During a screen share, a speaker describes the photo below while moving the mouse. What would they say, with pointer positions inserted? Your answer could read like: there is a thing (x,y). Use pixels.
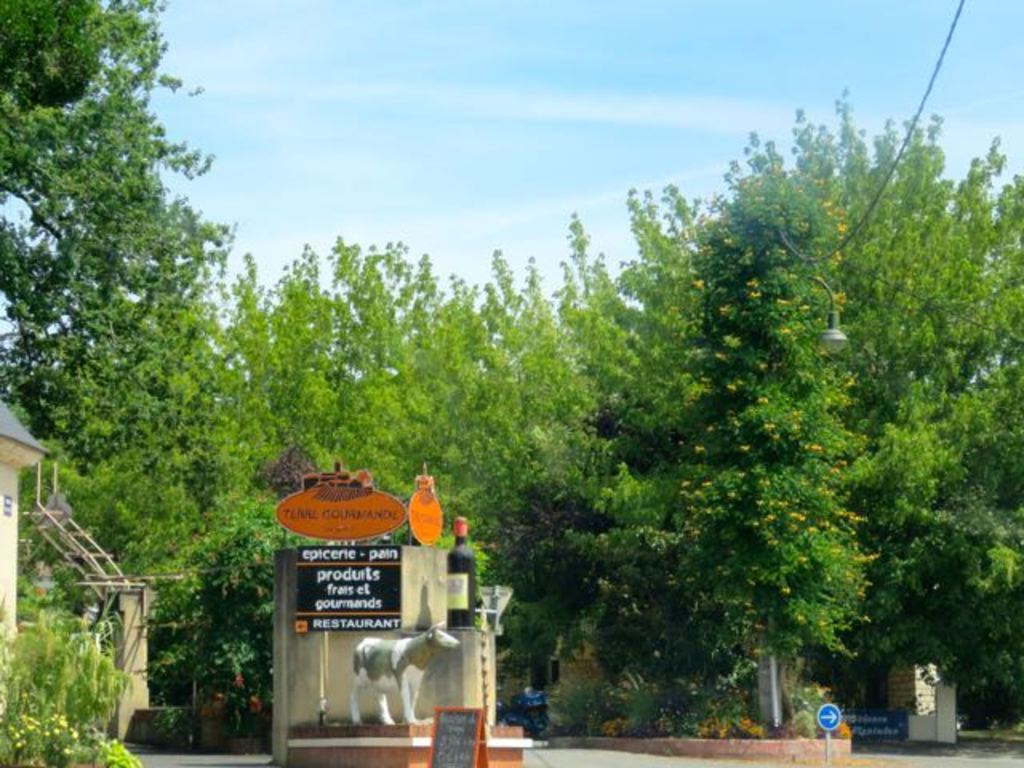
There are buildings (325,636), boards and a statue (443,633) present at the bottom of this image (416,515). We can see trees (171,683) in the background (554,480). There is a sky (353,120) at the top of this image (473,119).
